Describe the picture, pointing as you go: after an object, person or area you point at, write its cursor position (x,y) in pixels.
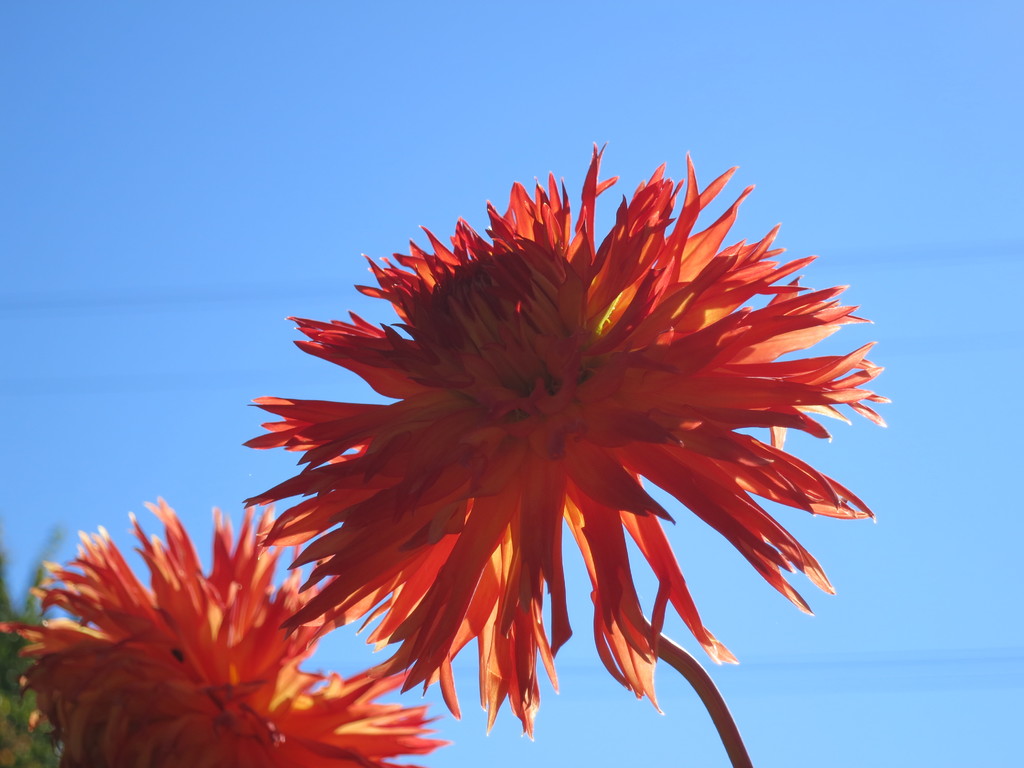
In this image we can see some flowers (438,584) and plants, in the background (376,236) we can see the sky (464,683).
